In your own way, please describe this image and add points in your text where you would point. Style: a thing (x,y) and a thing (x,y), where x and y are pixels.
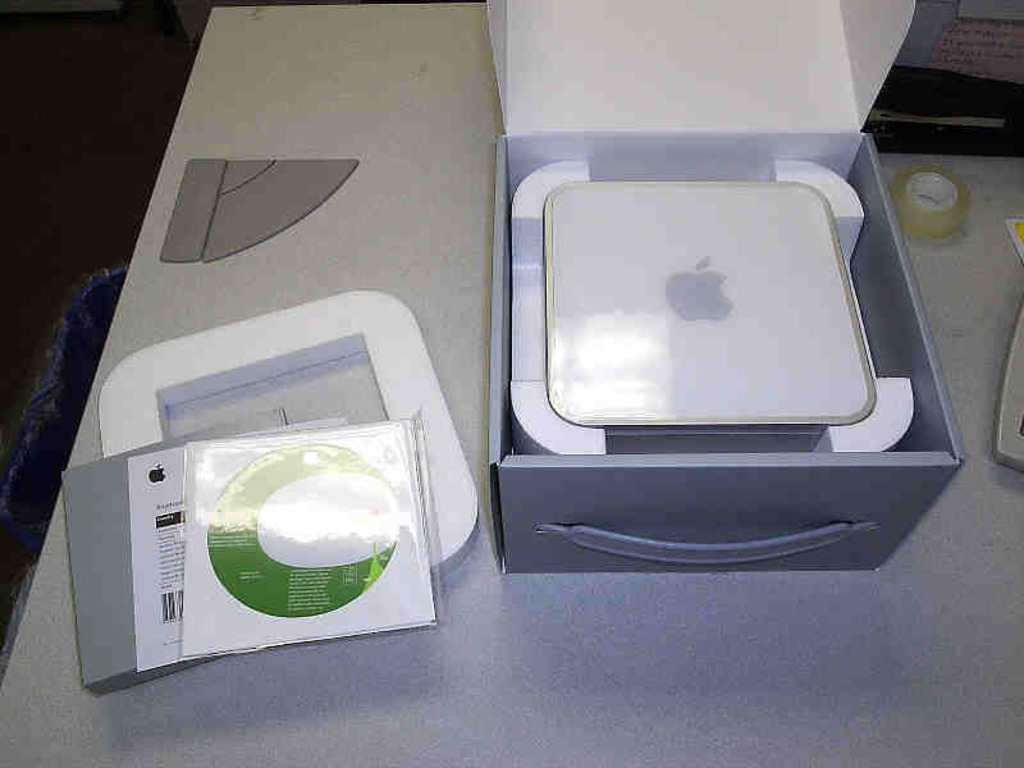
In the center of the image (532,296) we can see books (159,563), paper (158,583) and box (505,346) placed on the table (420,643).
